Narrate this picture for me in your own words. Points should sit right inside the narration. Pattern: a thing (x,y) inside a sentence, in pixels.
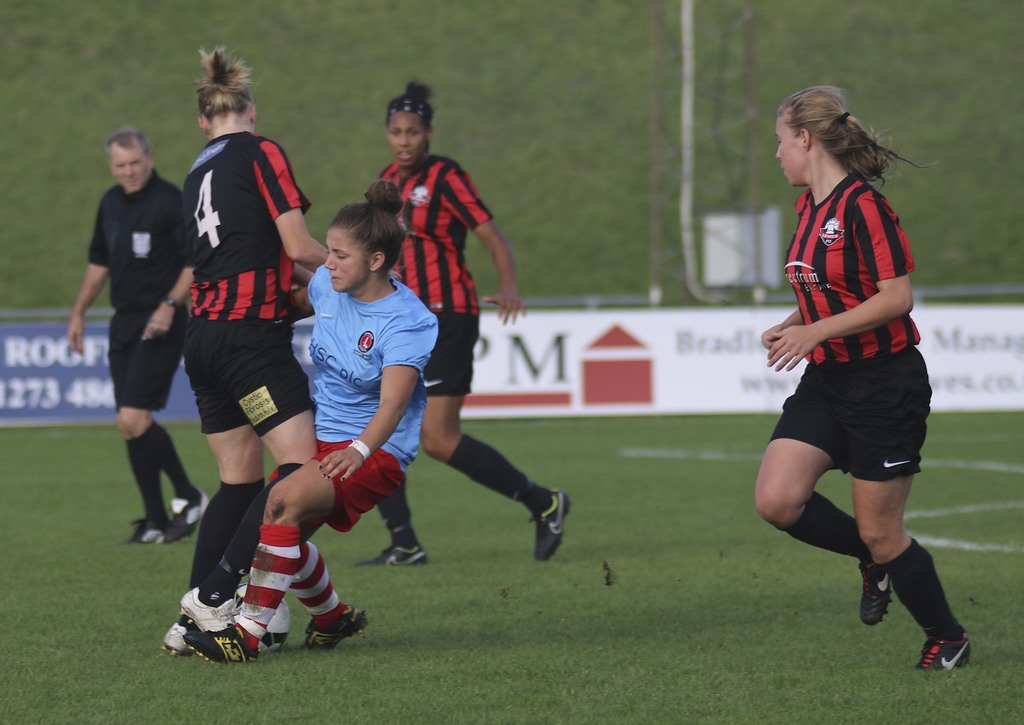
there are 5 people (310,294) playing game. behind them there is grass (50,137).
